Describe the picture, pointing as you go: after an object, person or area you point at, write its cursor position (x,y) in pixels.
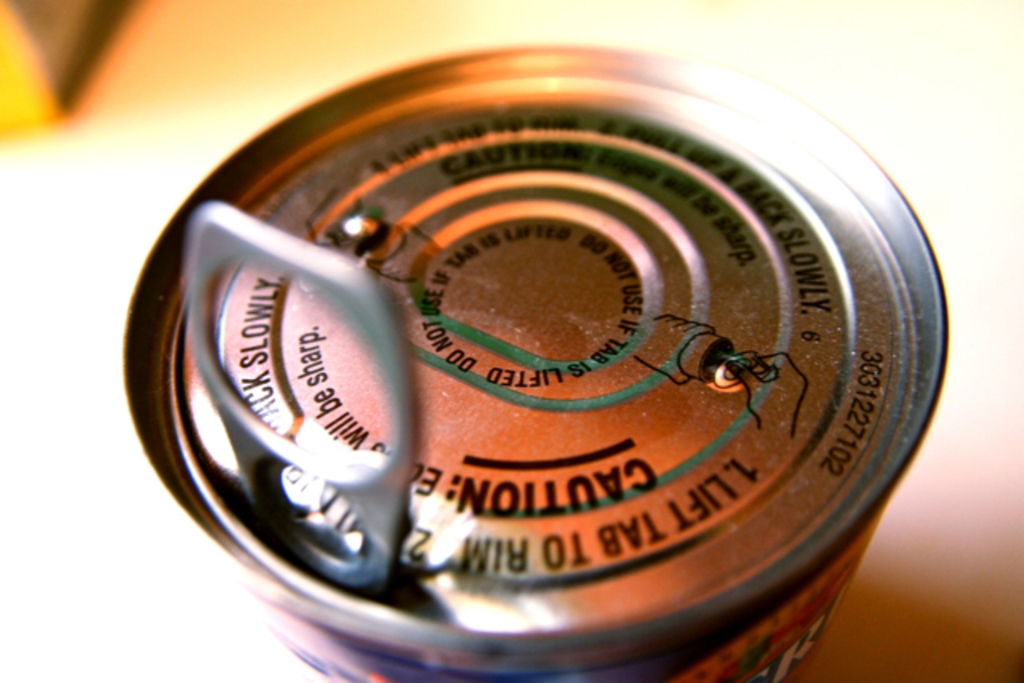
In this image, we can see a tin (562,432) with holder (348,430). On the tin (366,388), we can see some text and figures (734,359). At the bottom of the image (854,623), we can see the surface (957,627). Background (34,286) there is a blur view.
